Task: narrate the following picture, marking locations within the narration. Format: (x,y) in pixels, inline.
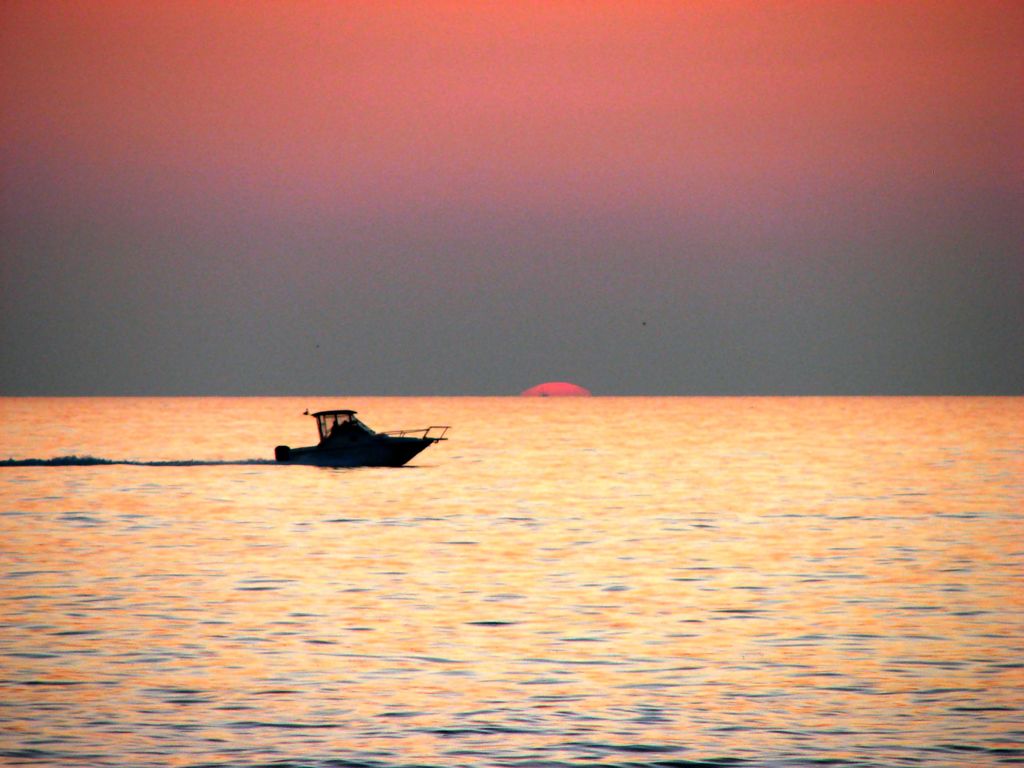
In this image we can see a boat (370,455) on the water (565,584). In the background (519,326) we can see the sun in the sky (481,304).
